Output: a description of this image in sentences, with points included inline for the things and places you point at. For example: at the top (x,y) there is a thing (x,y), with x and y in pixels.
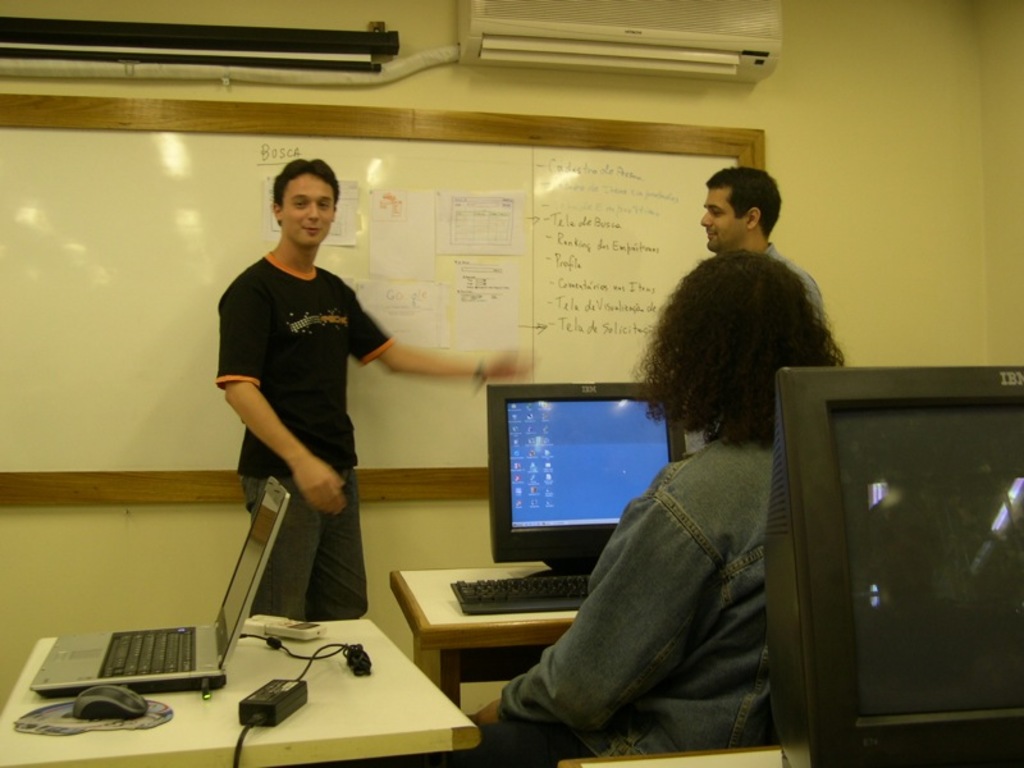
As we can see in the image there is a yellow color wall (888,115), air conditioner (659,47), white color board (195,269), three people (673,722), tables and screen (626,471) over here.
